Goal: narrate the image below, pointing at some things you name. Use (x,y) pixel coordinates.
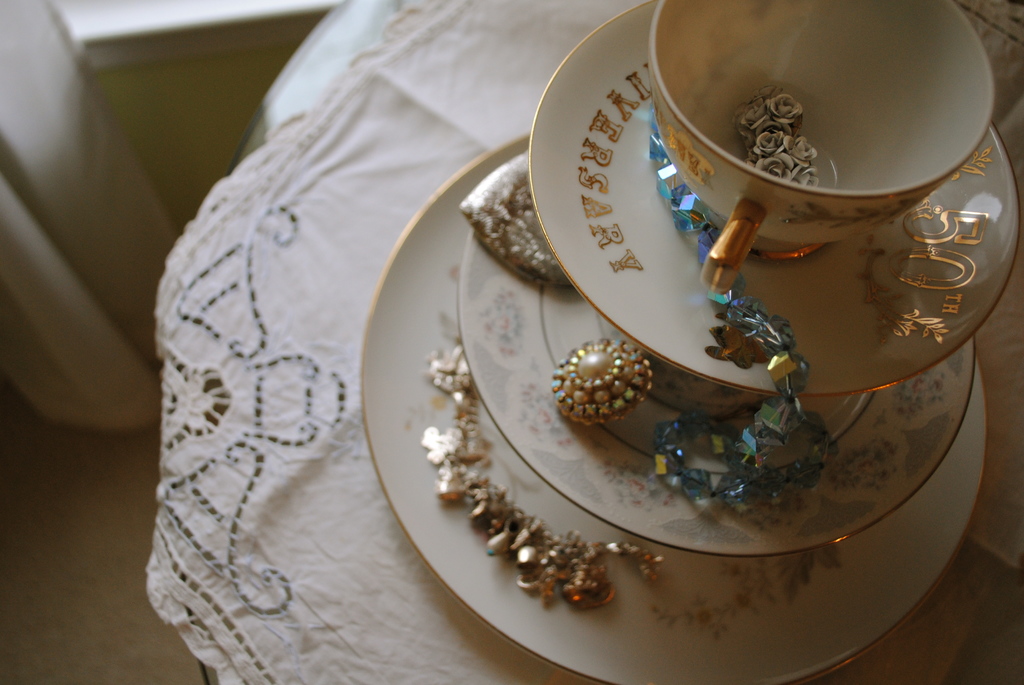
In this image I can see few saucers (678,355) and a cup (875,77) on it. I can see few colorful object (615,418) on the saucers (651,211). The saucers (402,348) on the table (310,463).
